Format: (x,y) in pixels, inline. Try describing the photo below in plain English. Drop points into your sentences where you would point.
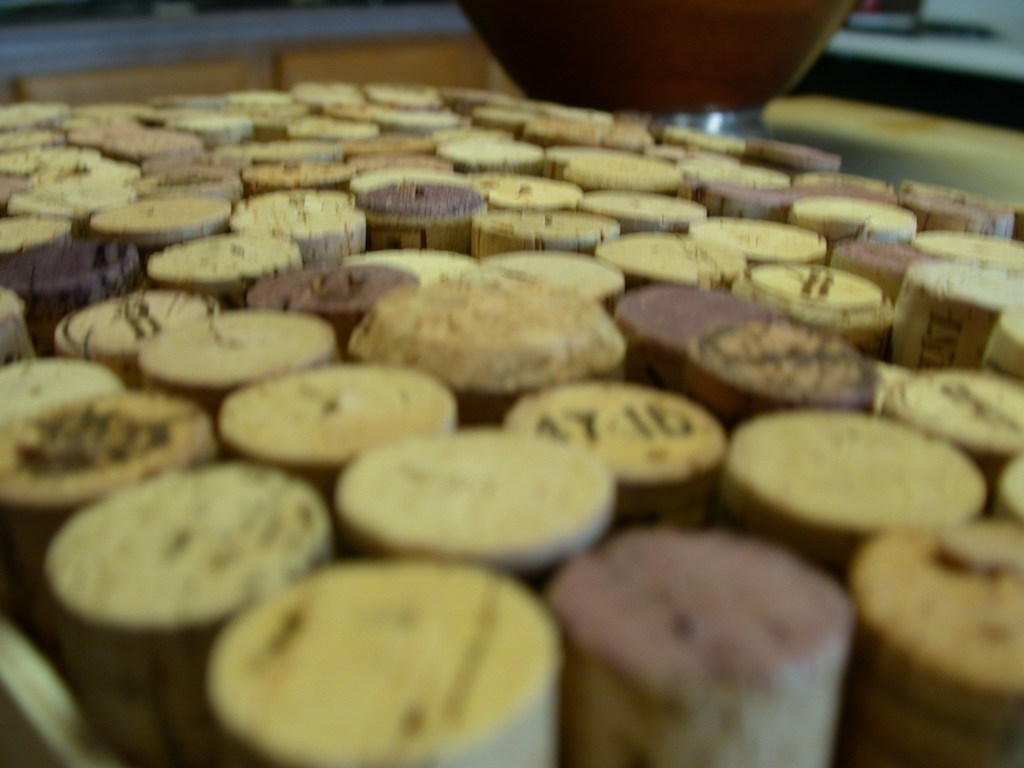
There are many corks (557,502).
